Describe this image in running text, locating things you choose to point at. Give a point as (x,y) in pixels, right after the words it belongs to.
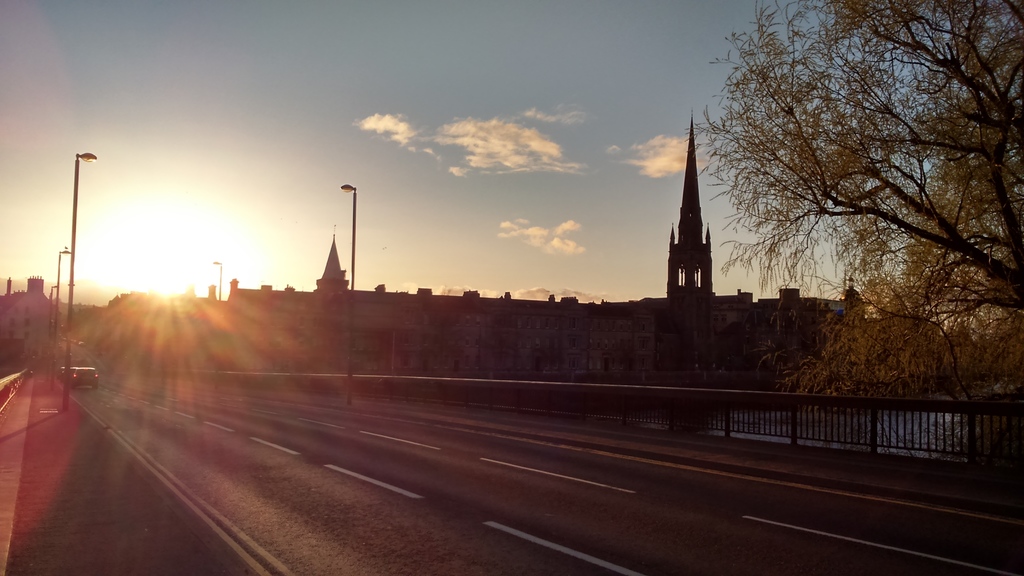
In this picture I can see the road (534,513) at the bottom (557,518), on the left side (78,389) few vehicles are moving on the road (159,404) and also there are street lamps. In the background (633,347) I can see the buildings (679,328), on the right side (874,264) there are trees (982,332) and it looks like the water (815,410). At the top (549,155) I can see the sky (408,276).
